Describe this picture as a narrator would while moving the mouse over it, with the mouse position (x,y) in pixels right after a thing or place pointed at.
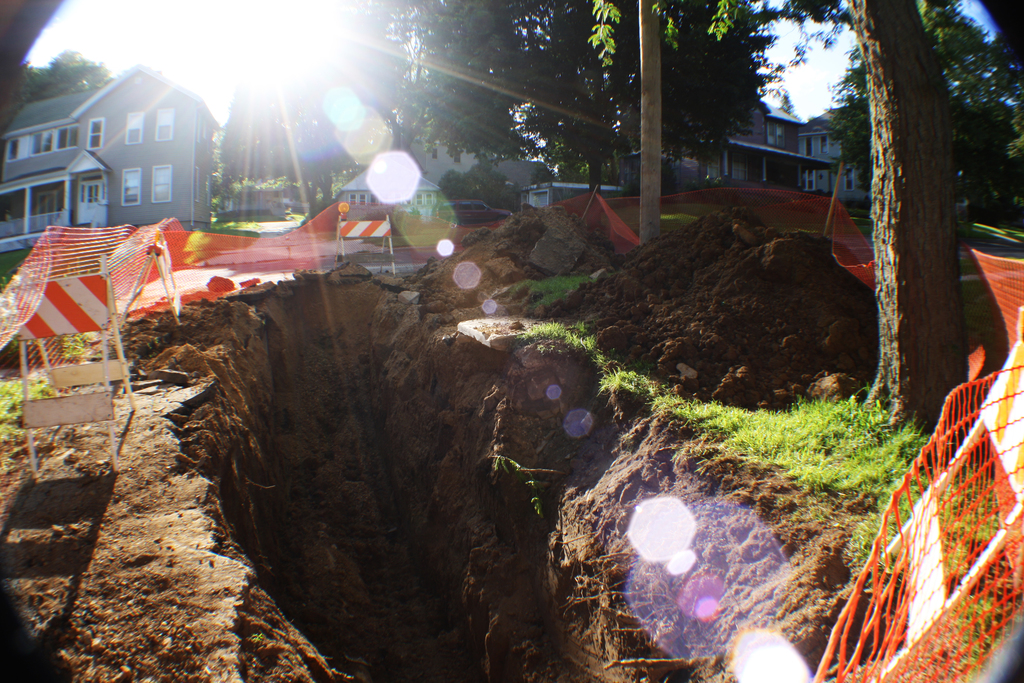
In this image we can see a trench (456,553). On the sides there is soil (622,356) and grass (870,445). Also there is a fencing (788,222) with net (842,623) and there are stands (41,312). Near to that there are trees (883,169) and buildings (123,168) with windows (136,169). In the background (152,44) there is sky (273,31).
